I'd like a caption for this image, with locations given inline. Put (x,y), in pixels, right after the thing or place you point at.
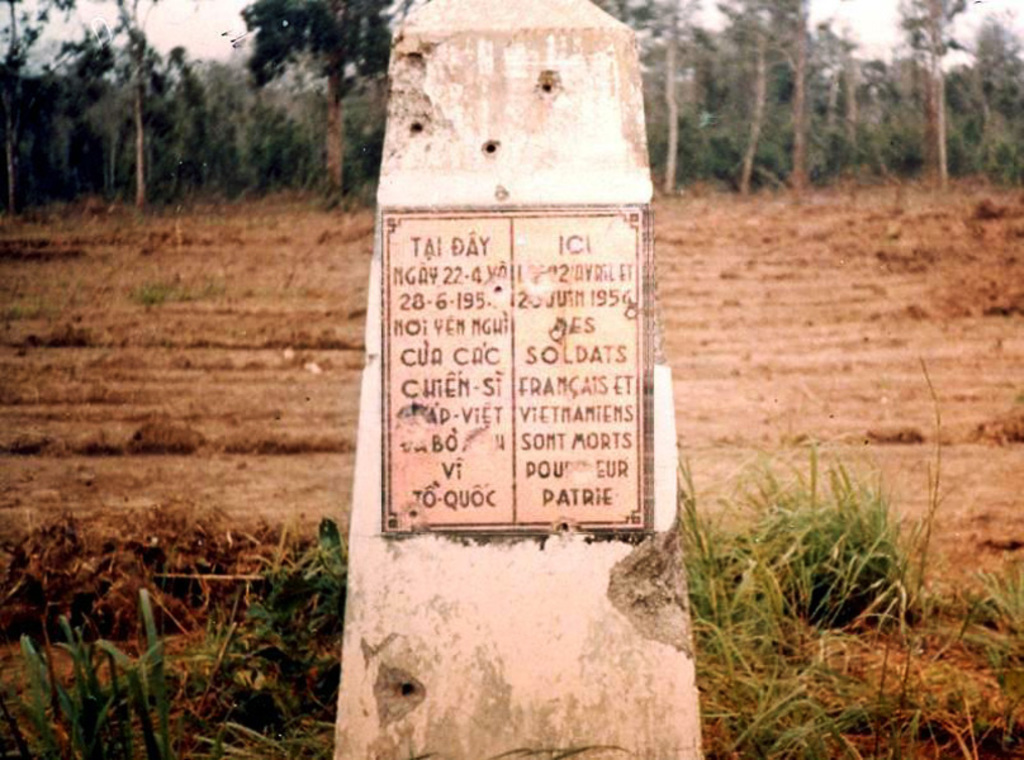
This image consists of a memorial stone (551,370). At the bottom (151,542), there is a land (210,623). In the background (829,65), there are trees (829,65).
